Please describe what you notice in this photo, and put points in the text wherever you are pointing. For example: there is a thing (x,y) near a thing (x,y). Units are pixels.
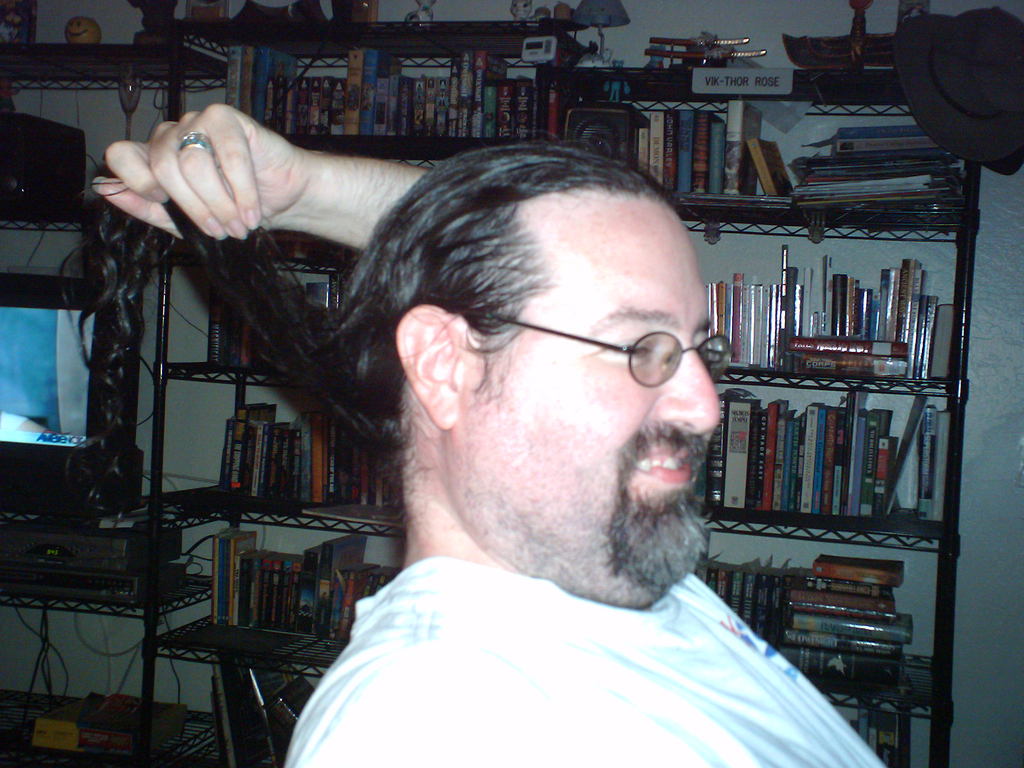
There is a man (452,433) holding his hair (283,338) in the foreground area of the image (491,453), there are books (454,124), it seems like a monitor (62,362) and other items (323,144) in the background (16,367).
